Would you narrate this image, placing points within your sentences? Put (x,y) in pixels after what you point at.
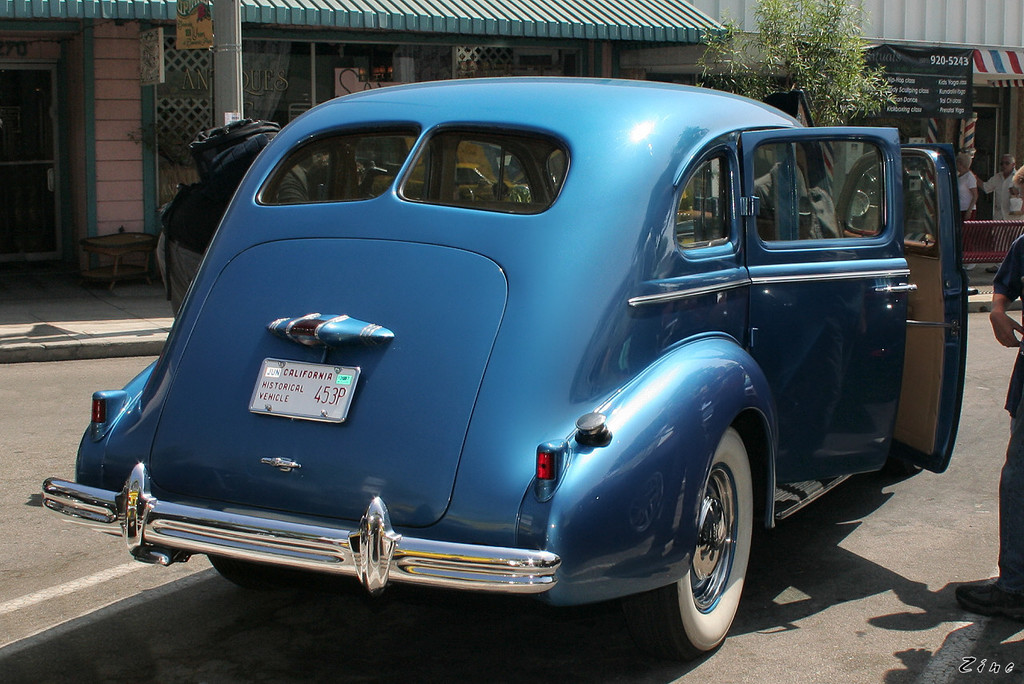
In this image we can see few stores (539,71). There is a car (550,285) on the road (996,510) in the image. There is a plant (852,70) in the image. There are many people (1020,523) in the image.
